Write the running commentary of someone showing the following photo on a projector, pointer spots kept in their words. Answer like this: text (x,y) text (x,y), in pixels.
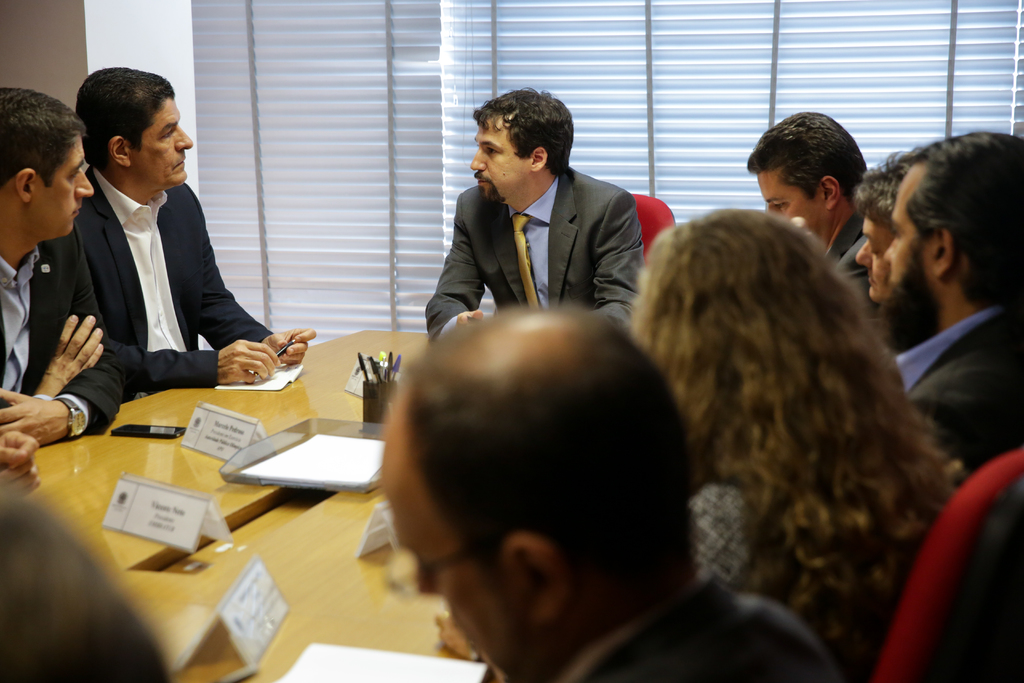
In this image I can see the group of people (515,366) sitting in-front of the table (174,482). I can see these people (519,401) are wearing the different color dresses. On the table (206,555) I can see many boards (197,495), pens holder (376,407) and the mobile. In the background (641,31) I can see the window blind (654,30).
